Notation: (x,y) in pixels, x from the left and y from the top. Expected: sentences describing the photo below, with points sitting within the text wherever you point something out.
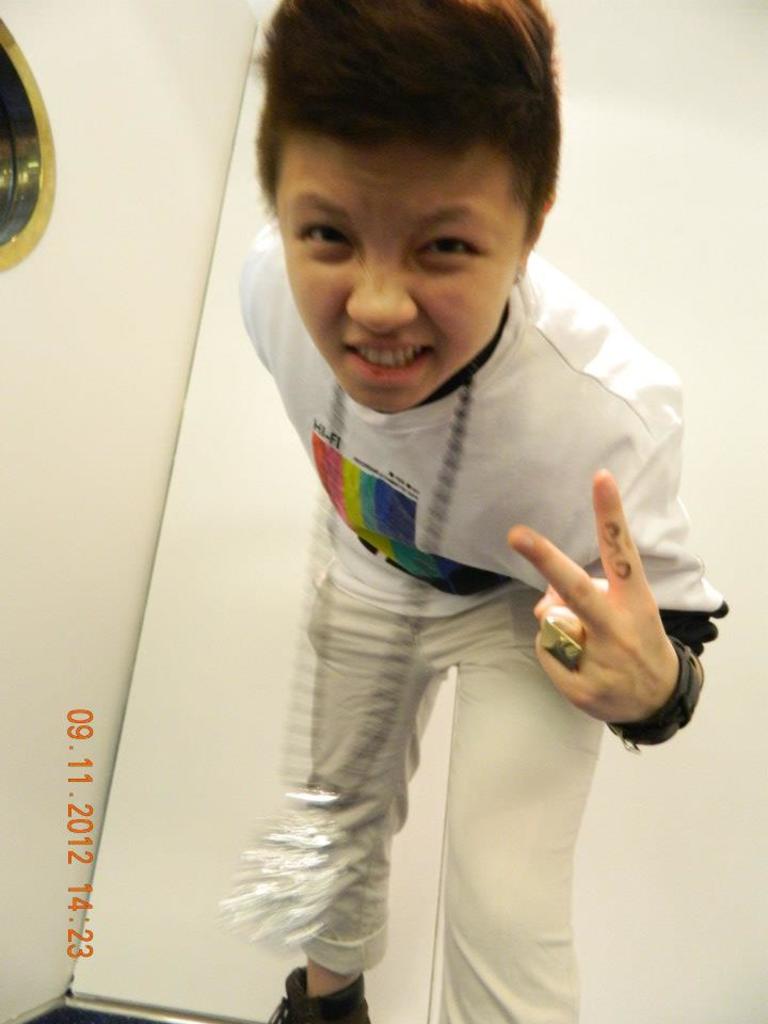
In this picture we can see a person (239,896), behind we can see some walls (98,595).
